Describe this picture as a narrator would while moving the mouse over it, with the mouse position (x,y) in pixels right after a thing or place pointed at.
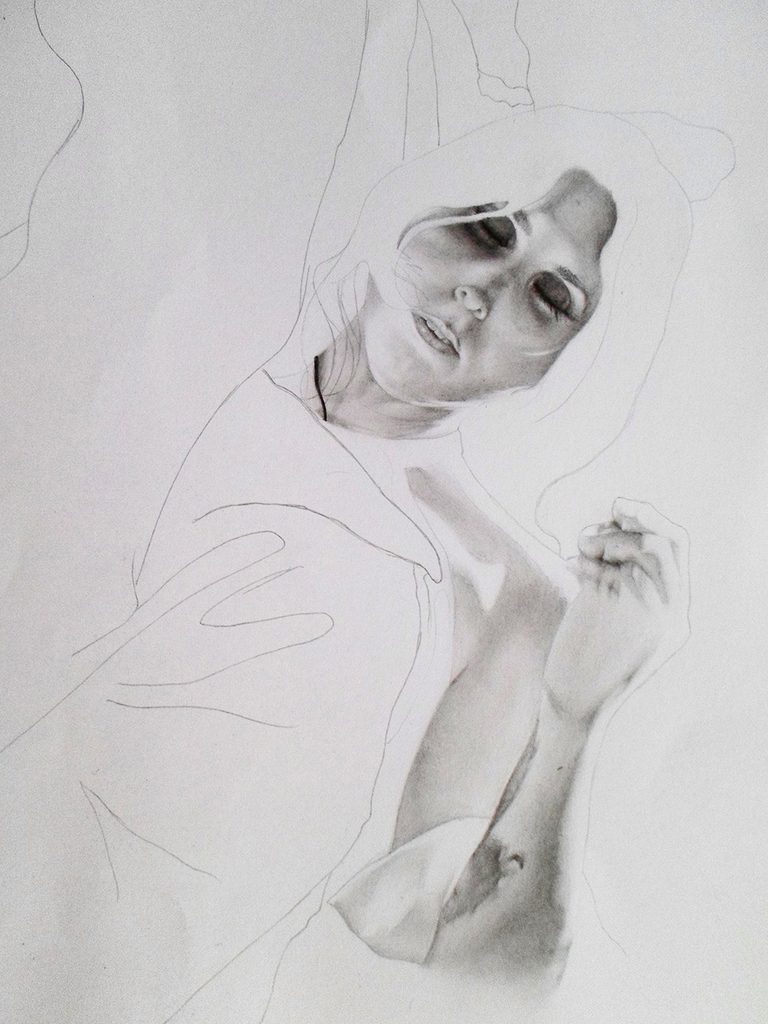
In this image I can see the drawing (217,517) of the person (398,376) on the white color paper (301,493). I can see the person's face (489,367) and hand (614,601) in this image.
